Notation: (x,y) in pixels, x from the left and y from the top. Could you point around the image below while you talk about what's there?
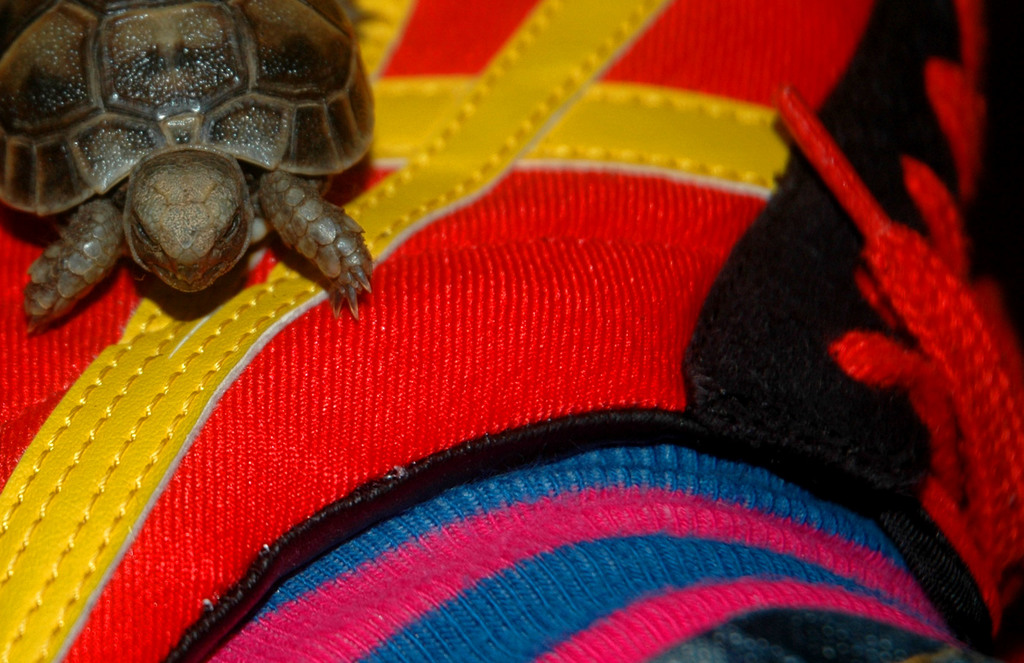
In this image there is a tortoise (334,266) on the colorful cloth (500,438).
